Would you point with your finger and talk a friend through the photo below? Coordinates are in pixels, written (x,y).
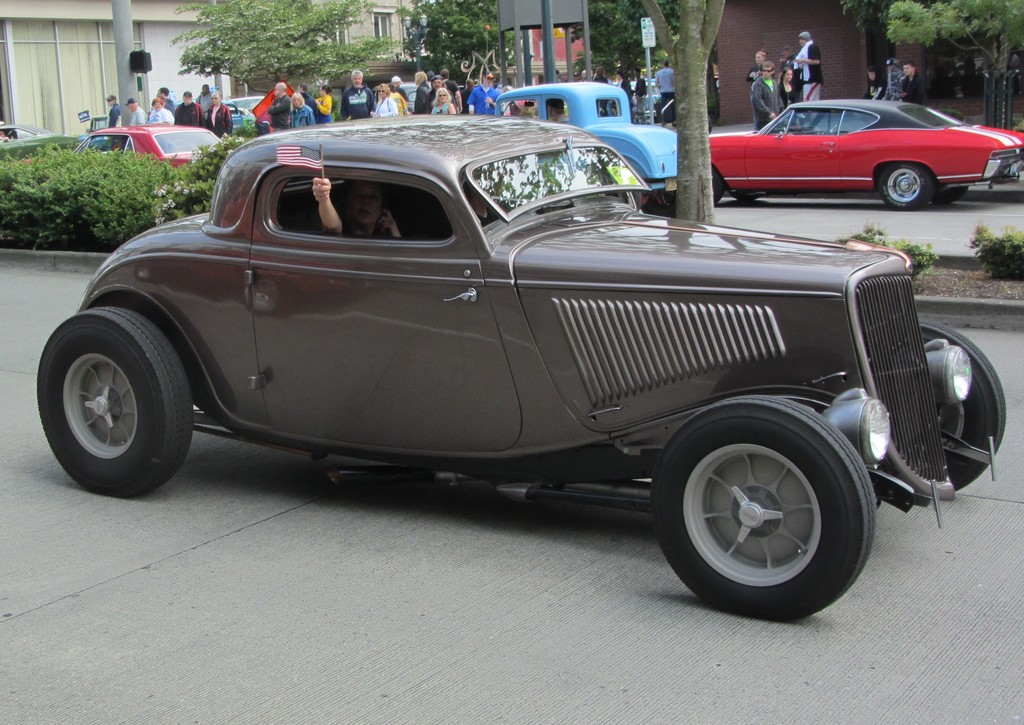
This image is taken outdoors. At the bottom of the image (306,615) there is a road (726,642). In the background (841,24) there is a building (853,33). There are a few trees (613,33). There is a sign board (537,20). There is a pole (553,42). Many people (817,52) are standing on the ground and a few (757,94) are walking. Many cars (251,103) are parked on the road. In the middle of the image (484,293) there is a tree (696,76) and there are a few plants (174,205) and a car (356,269) is moving on the road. A person (366,212) is sitting in the car (383,274) and he is holding a flag (318,158) in his hand (318,185).
